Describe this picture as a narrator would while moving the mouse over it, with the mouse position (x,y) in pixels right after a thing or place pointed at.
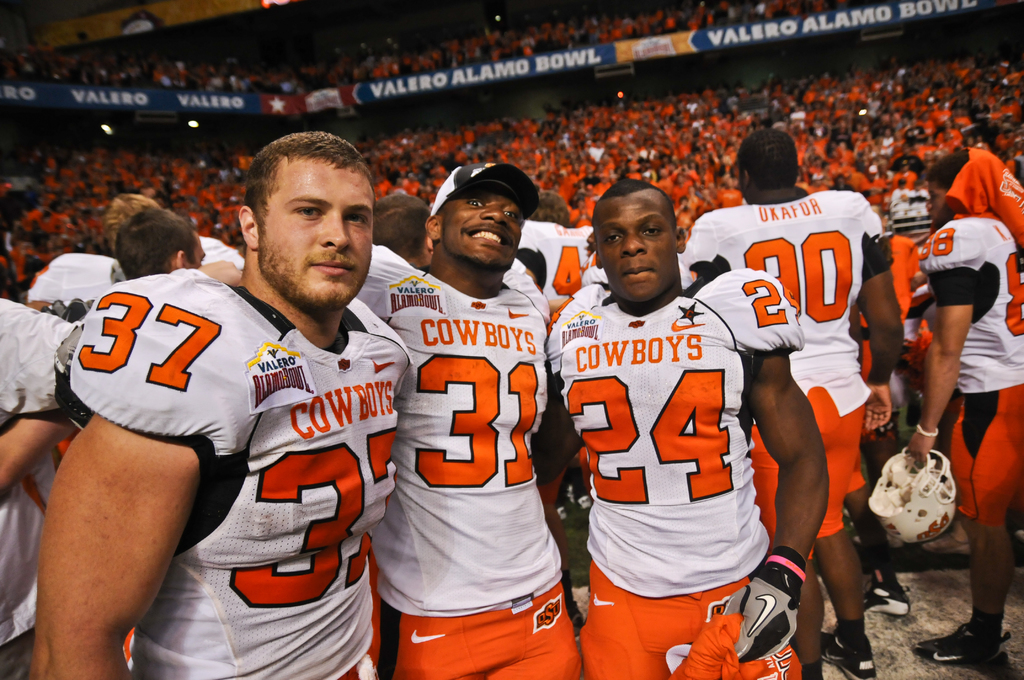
In this picture I can see few men (321,267) in front (381,389) who are white and orange color jerseys (680,328) and I see that, the man (402,283) who is in the middle of this picture (479,277) is smiling. In the background (137,98) I see the boards (805,26) on which there is something written and I see number of people (160,74) and I see the lights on the left side of this image (188,127).
